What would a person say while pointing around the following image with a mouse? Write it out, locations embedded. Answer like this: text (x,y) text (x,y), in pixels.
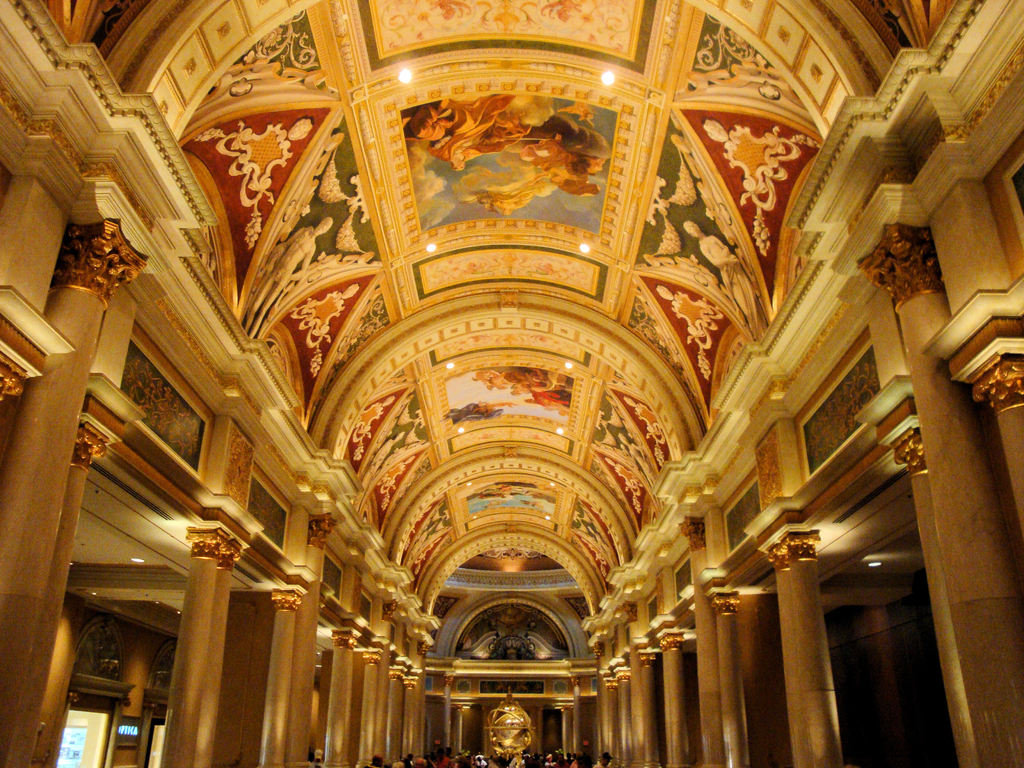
In this image we can see the pillars (707,709), people (415,761) and also the ceiling (452,179) with the lights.
